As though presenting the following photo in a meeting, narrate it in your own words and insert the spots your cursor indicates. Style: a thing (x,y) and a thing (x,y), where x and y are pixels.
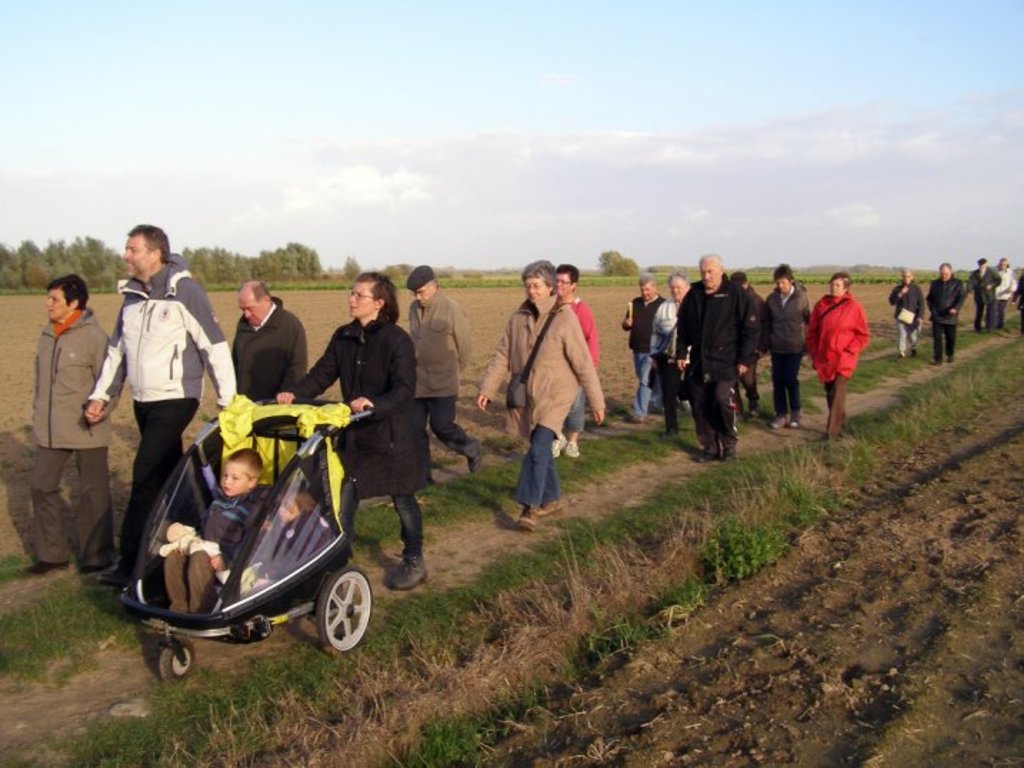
In this picture, we can see some people (142,364) and we can see the ground (791,564) with grass (438,733) and we can see some trees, plants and the sky (642,232) with clouds (769,213).
